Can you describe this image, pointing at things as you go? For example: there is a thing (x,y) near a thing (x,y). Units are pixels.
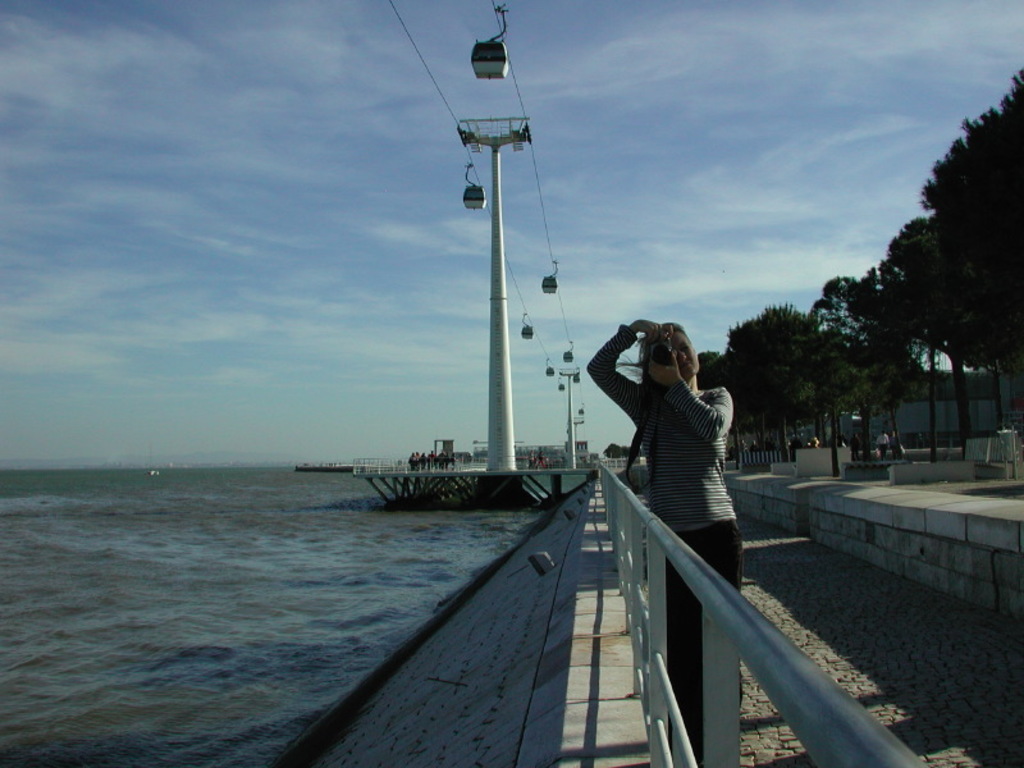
In this picture we can see a woman (734,566) on the ground (771,570), at the back of her we can see few people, trees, poles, chair lifts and some objects (728,626) and in the background (944,125) we can see water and the sky (1016,52).
